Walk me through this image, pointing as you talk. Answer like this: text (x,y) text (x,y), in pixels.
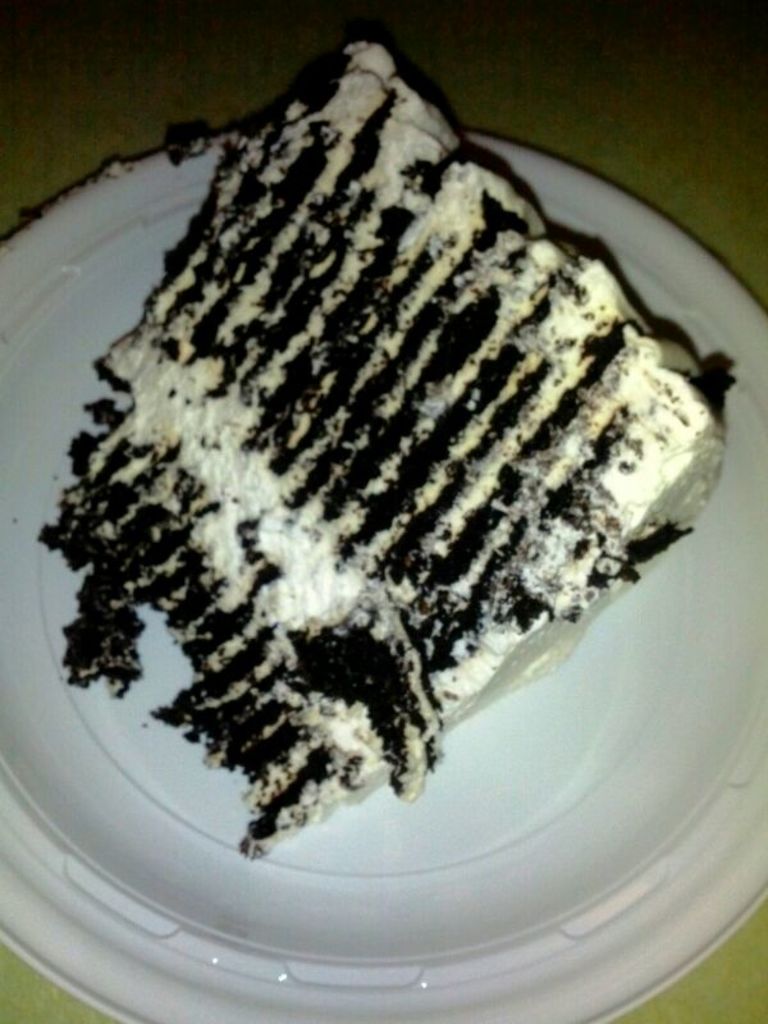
In this picture I can see there is food (363,523) in a plate (529,694).
